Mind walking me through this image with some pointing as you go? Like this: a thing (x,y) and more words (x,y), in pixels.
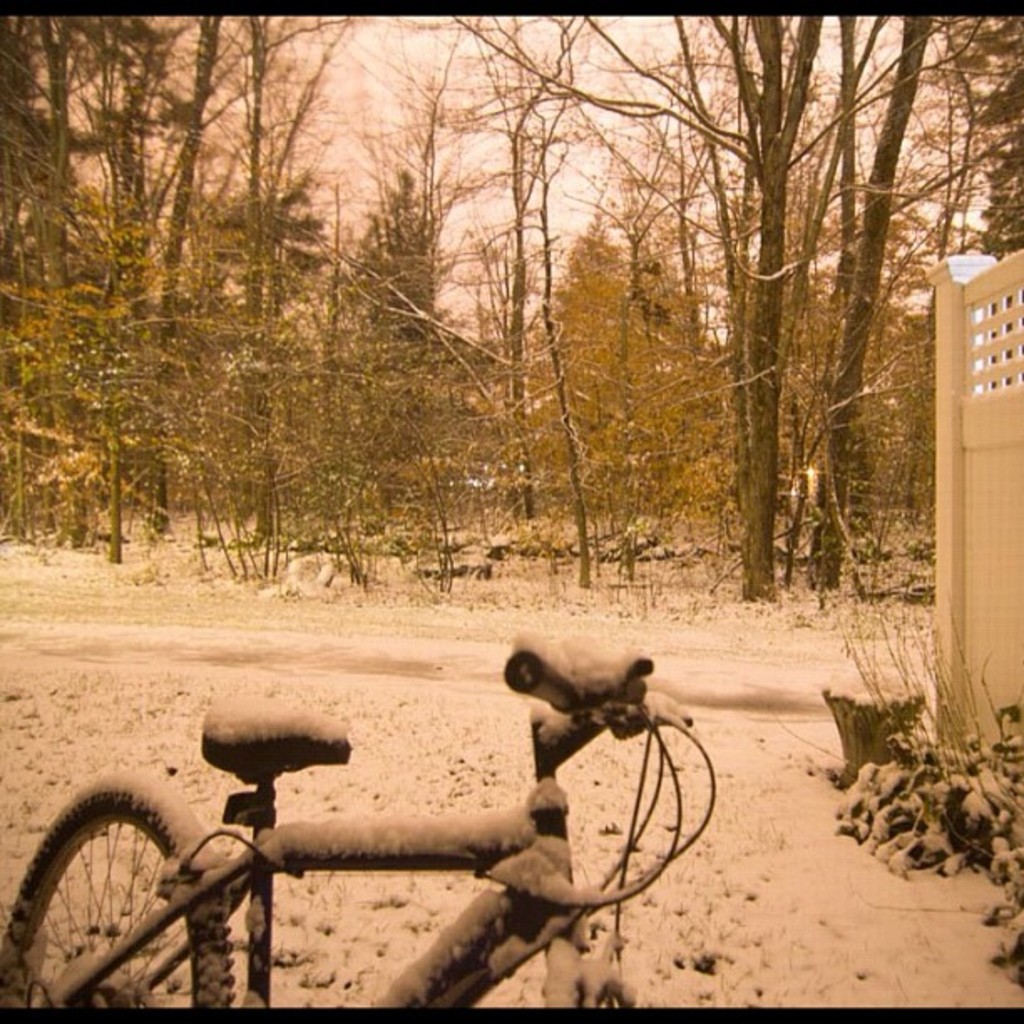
In this image I can see the old photograph in which I can see a bicycle (290,850), the ground (387,812), few plants (852,827), the wall (1004,444) and few trees (453,331). In the background (383,181) I can see the sky (561,183).
